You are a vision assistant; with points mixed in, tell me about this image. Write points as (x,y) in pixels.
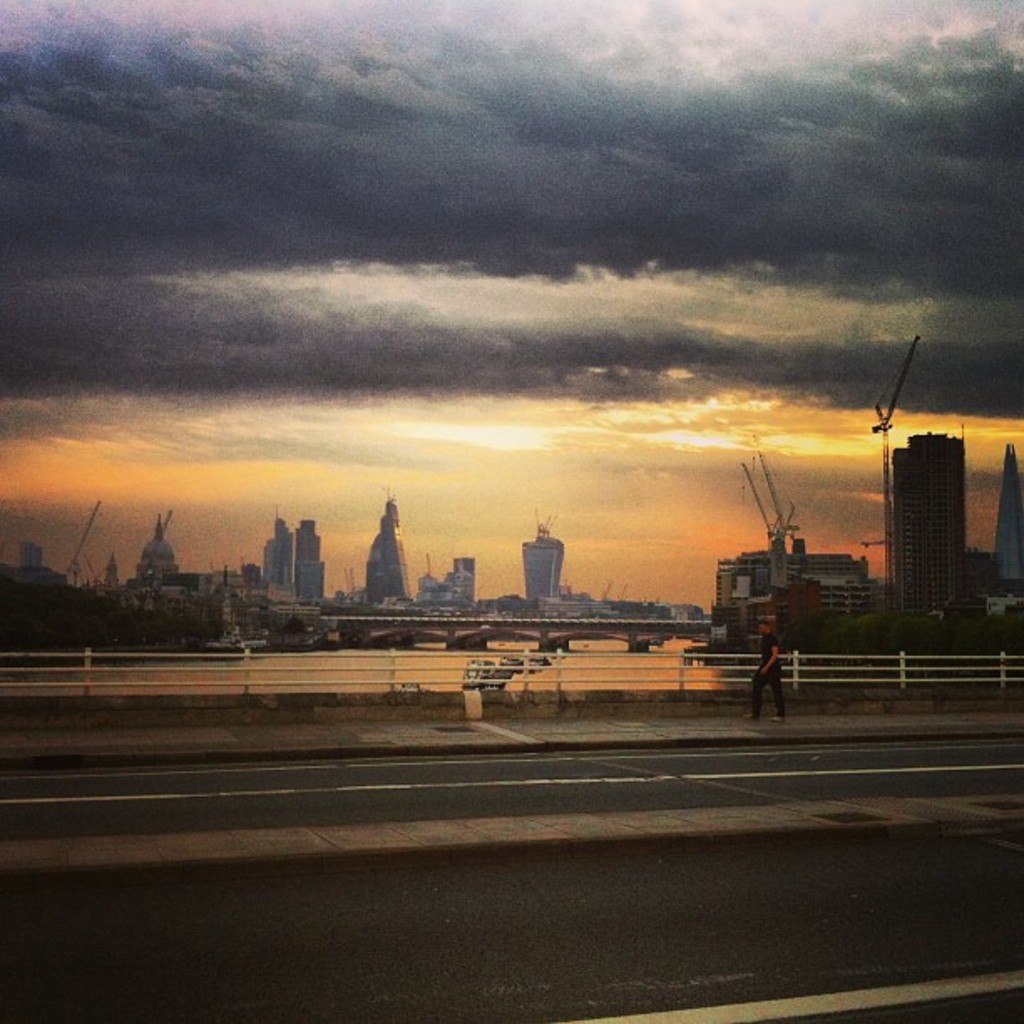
In this image I can see the road (696,867). To the side of the road (745,794) I can see the person (768,681) walking and there is a railing (782,656). In the background (294,634) I can see the trees (838,650) and many buildings (522,560). I can also see the clouds (411,398) and the sky (467,427) in the back (463,496).
